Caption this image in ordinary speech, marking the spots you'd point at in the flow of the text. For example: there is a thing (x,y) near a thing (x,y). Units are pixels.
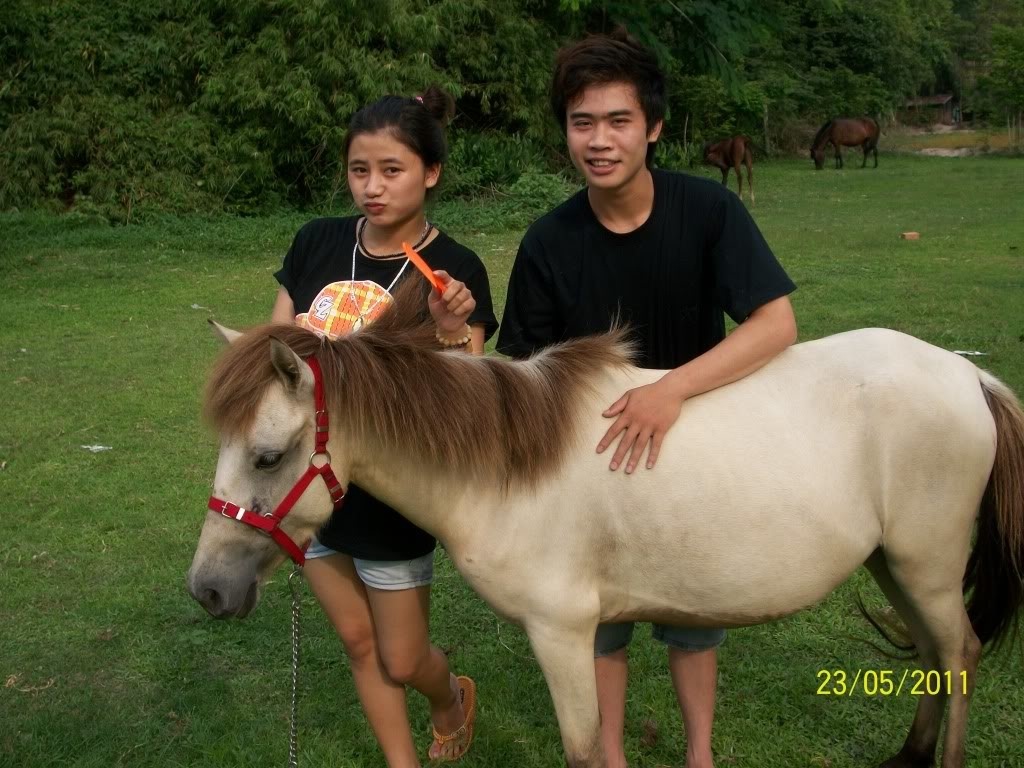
In the image we can see there are people (446,282) standing on the ground (328,656) and they are holding horse (843,520). The ground (275,654) is covered with grass (742,725) and behind there are other two horses (876,134). There are lot of trees (547,93) at the back (482,128).
